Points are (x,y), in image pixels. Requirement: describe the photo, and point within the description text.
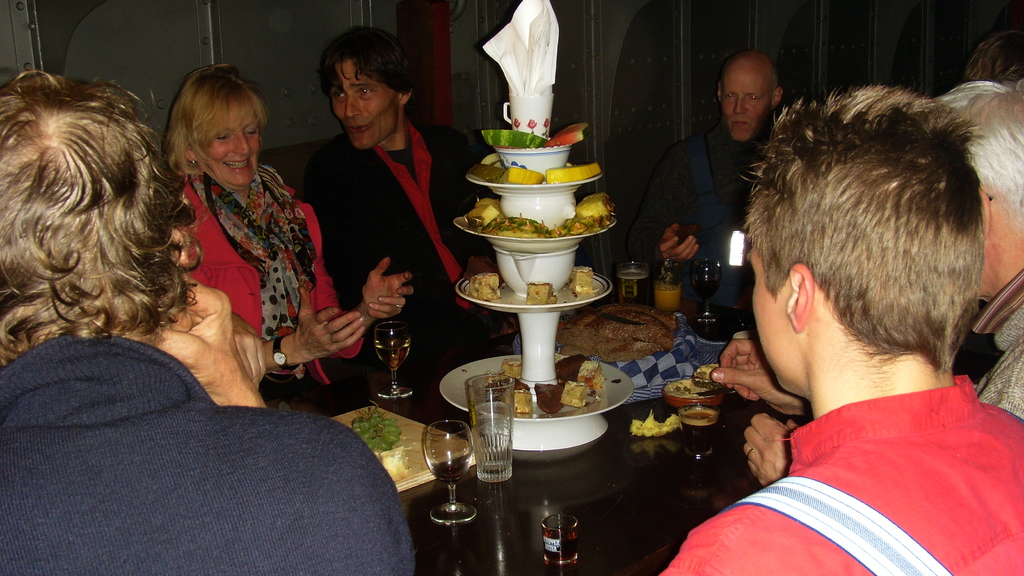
In this picture there is a dining table (718,460) in the center of the image (510,377), on which there are glasses (660,294) and food items (590,268) on it and there are people (295,428) those who are sitting around the table (405,379) in the image.
